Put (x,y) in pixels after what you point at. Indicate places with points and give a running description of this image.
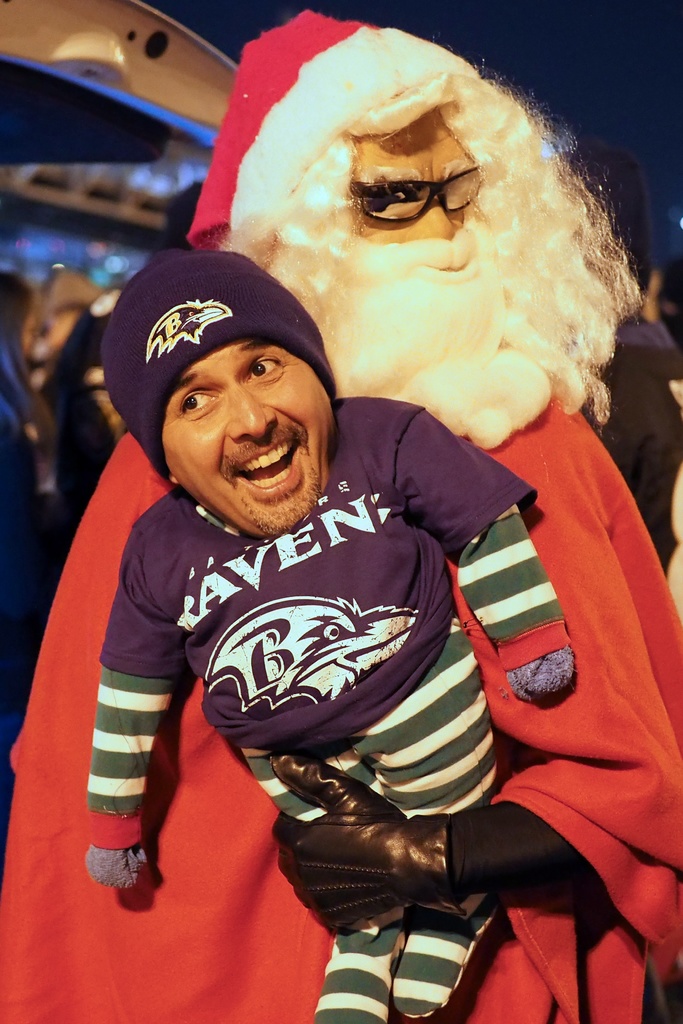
In the picture I can see a person (351,382) in the Santa costume (326,343) and the person (311,303) is holding the toy (368,515) in his hands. The toy face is covered with a man's smiley face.
